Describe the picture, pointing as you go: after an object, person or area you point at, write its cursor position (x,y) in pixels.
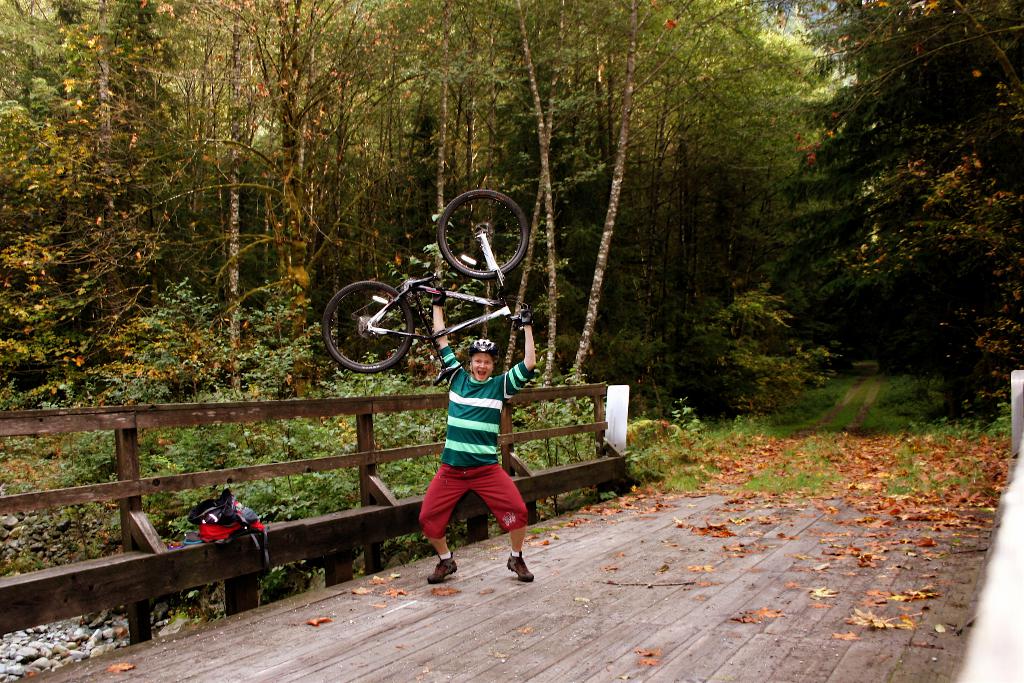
In the center of the picture (459,416) there is a man (495,353) holding a bicycle (409,285). In the foreground (482,541) there is a bridge (736,574). On the right (840,461) there are dry leaves (860,457), plants (920,412), grass (938,413) and trees (908,191). In the background (291,138) there are trees (239,339). On the left (46,645) there are stones (49,645) and plants (46,450).
